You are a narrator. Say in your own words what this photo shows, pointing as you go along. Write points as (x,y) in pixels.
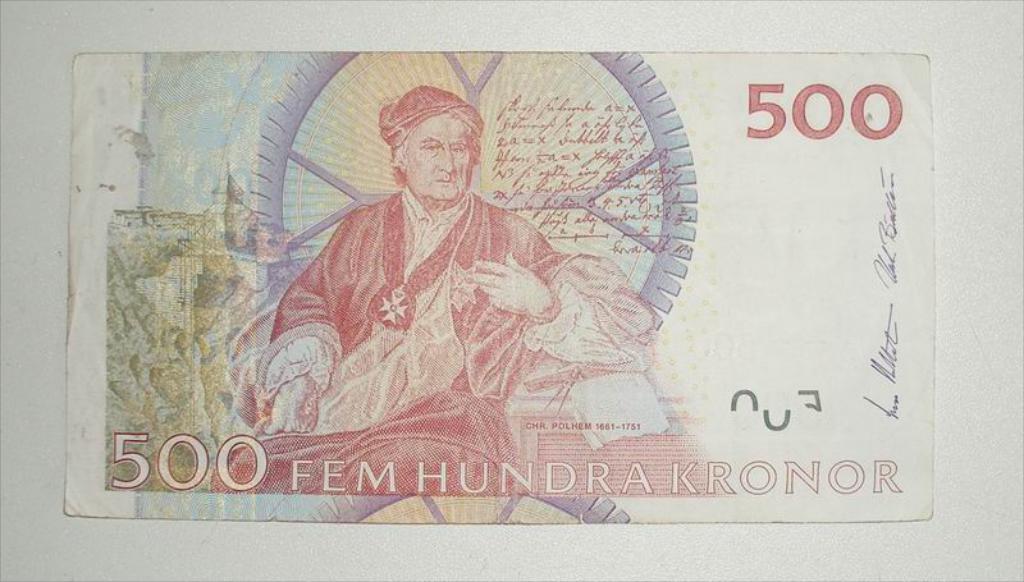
In this picture there is a photograph of the foreign currency note (255,444). On the front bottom side there is 500 (191,483) written on it.
